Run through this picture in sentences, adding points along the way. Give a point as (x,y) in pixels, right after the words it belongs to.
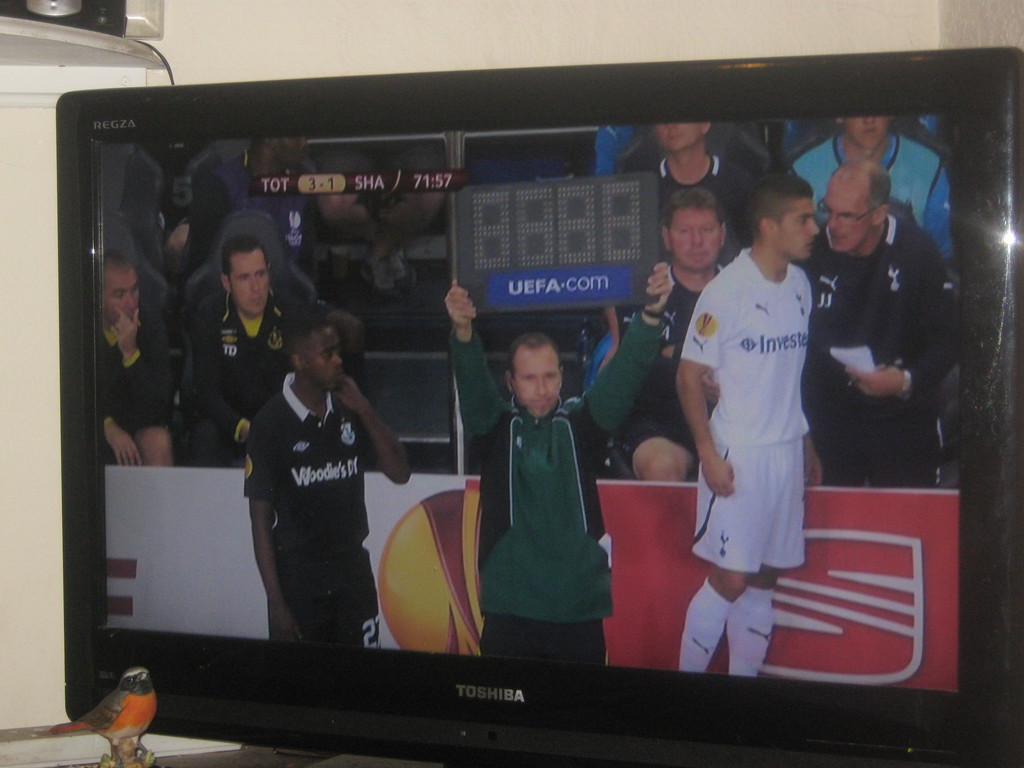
It's a video in the t. v (562,568). in the middle (522,500) a person (547,532) is standing. He wore a green color dress (560,523). In the right side (692,618) another man (818,475) is standing, he wore a white color dress (781,479).
